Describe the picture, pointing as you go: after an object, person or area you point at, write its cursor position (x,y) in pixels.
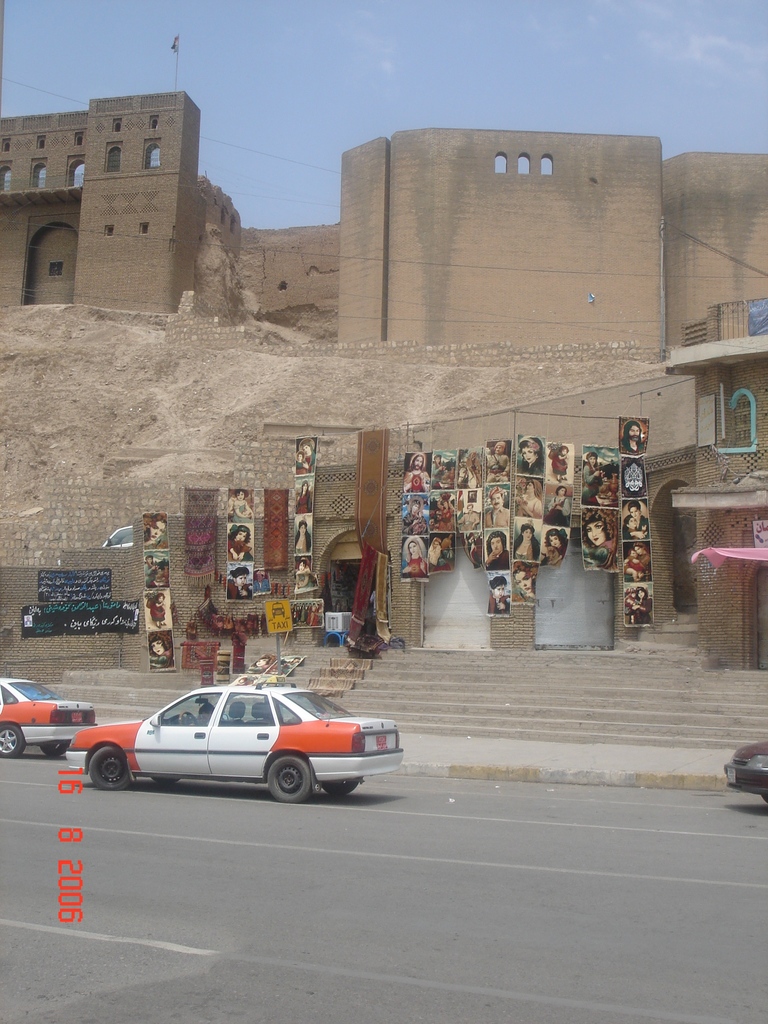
In this image I can see vehicles (162,723) on the road (126,805). Background (454,484) I can few pictures (473,551), signboards (274,616), stairs (444,709) and a flag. I can see fort (170,266) which is in brown color. The sky (186,71) is in blue and white color.
